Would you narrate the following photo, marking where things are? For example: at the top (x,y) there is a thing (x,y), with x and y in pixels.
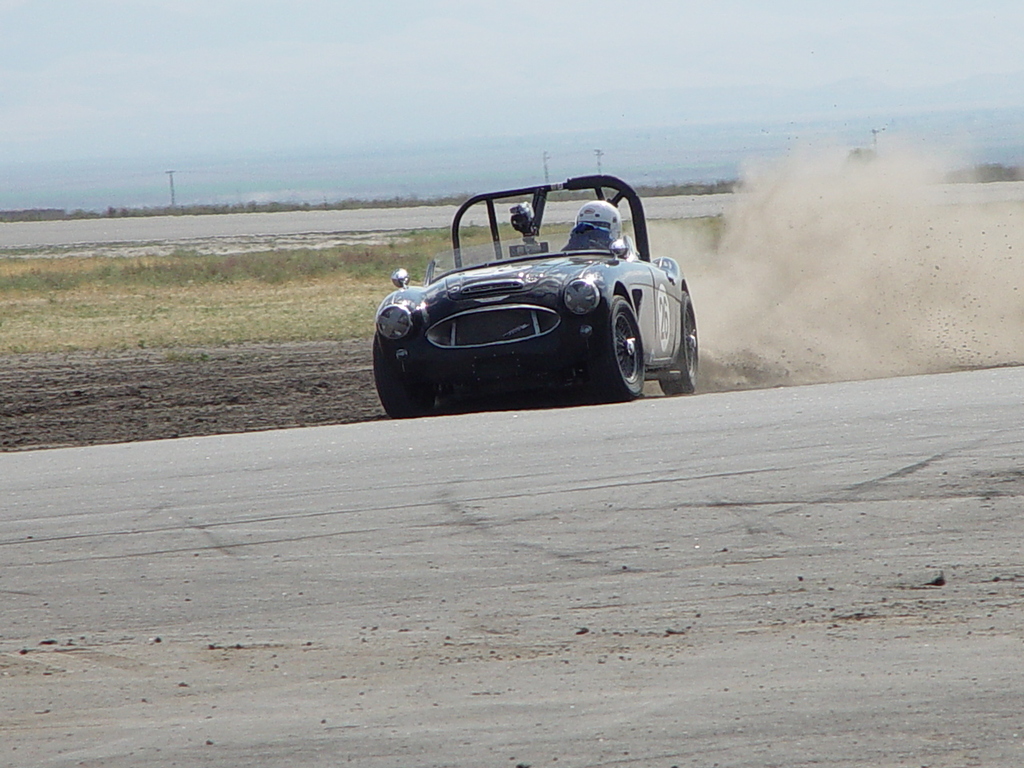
In the center of the image (531,328) a person (570,250) is riding a vehicle (586,263) and wearing helmet (609,221). In the background of the image (363,267) we can see ground (346,212), poles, trees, wires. On the right side of the image (904,253) we can see some dust (868,257). At the bottom of the image (164,704) there is a road (342,672). At the top of the image (404,60) there is a sky (921,19).
